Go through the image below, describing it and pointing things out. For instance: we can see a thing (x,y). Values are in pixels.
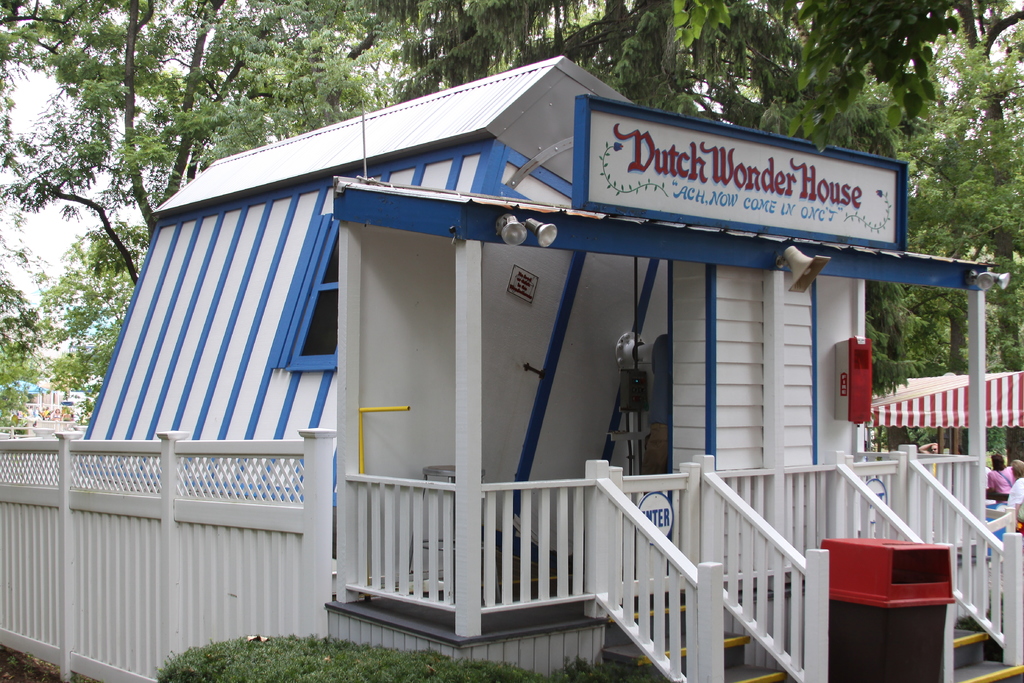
In this image we can see a building (525,434), there are stairs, light (520,234), speaker (814,271), a board (620,139) with text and red color object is attached to the building (743,179), there are trees (992,432) in the background (45,317), on the right side (996,415) there is a tent (967,415) and few people (1011,470) and there are plants (335,644) in front of the building (977,401) and there is a black and red color object (920,670).
